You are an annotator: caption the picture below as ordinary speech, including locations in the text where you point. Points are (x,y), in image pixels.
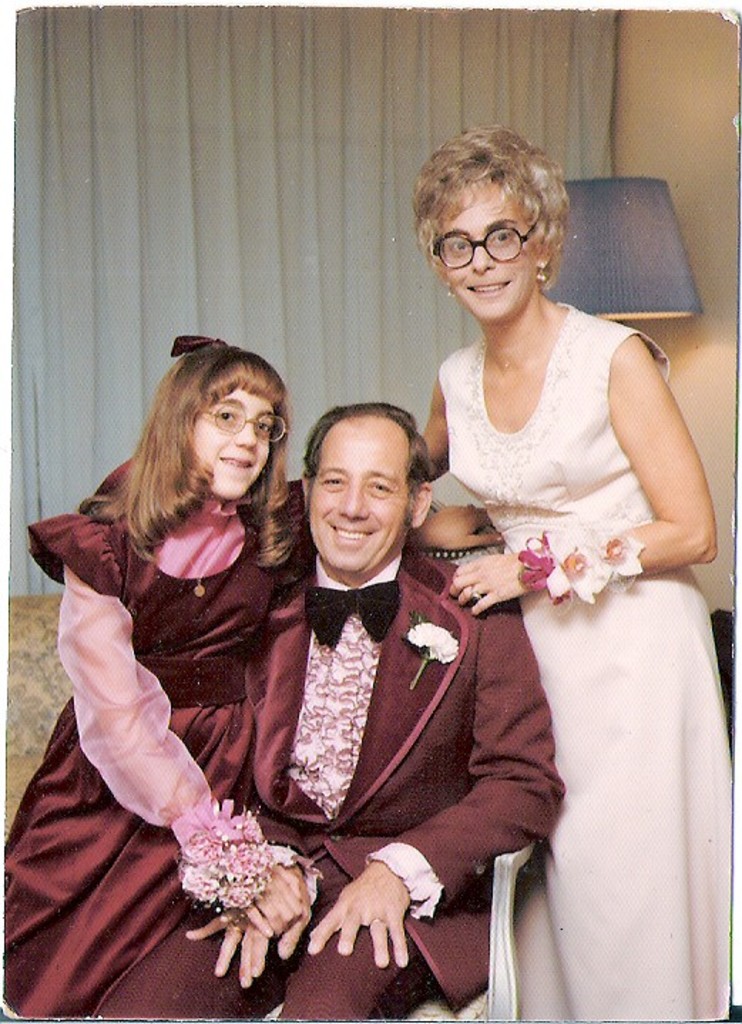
In this picture we can see three persons (337,690) here, in the background (180,228) there is a curtain (261,119), we can see a lamp (624,271) here, on the right side (699,88) there is a wall (696,63).
